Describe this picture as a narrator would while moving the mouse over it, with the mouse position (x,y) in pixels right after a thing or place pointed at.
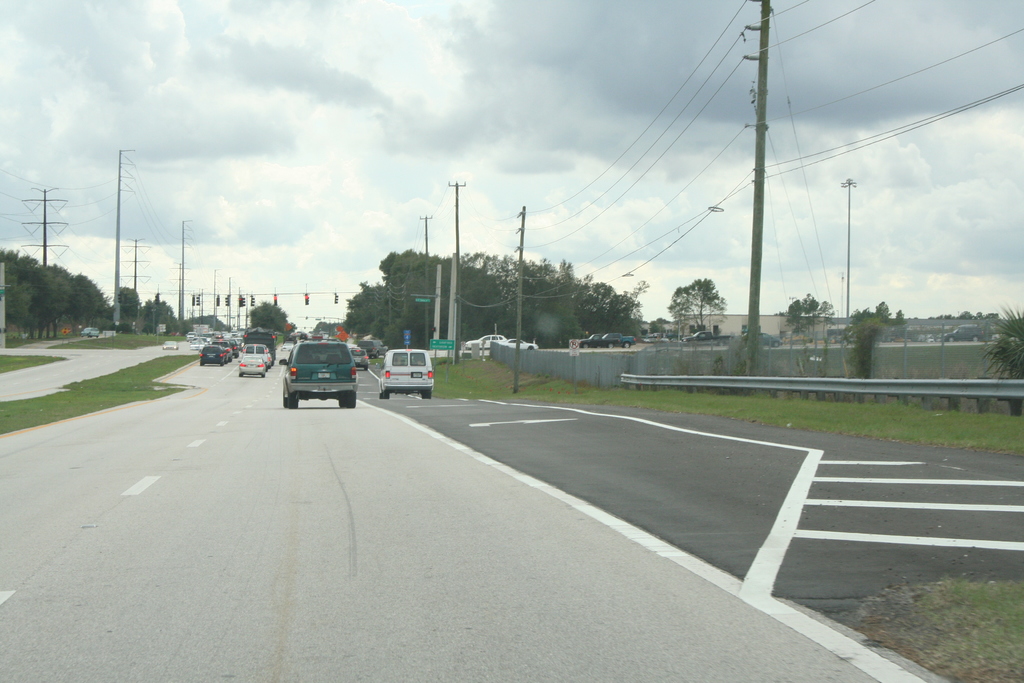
In this picture I can see few cars (243,361) on the road (235,375) and I can see trees (997,340), buildings (786,331) and few poles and I can see grass (816,409) on the ground (565,399) and a blue cloudy sky (440,161).
